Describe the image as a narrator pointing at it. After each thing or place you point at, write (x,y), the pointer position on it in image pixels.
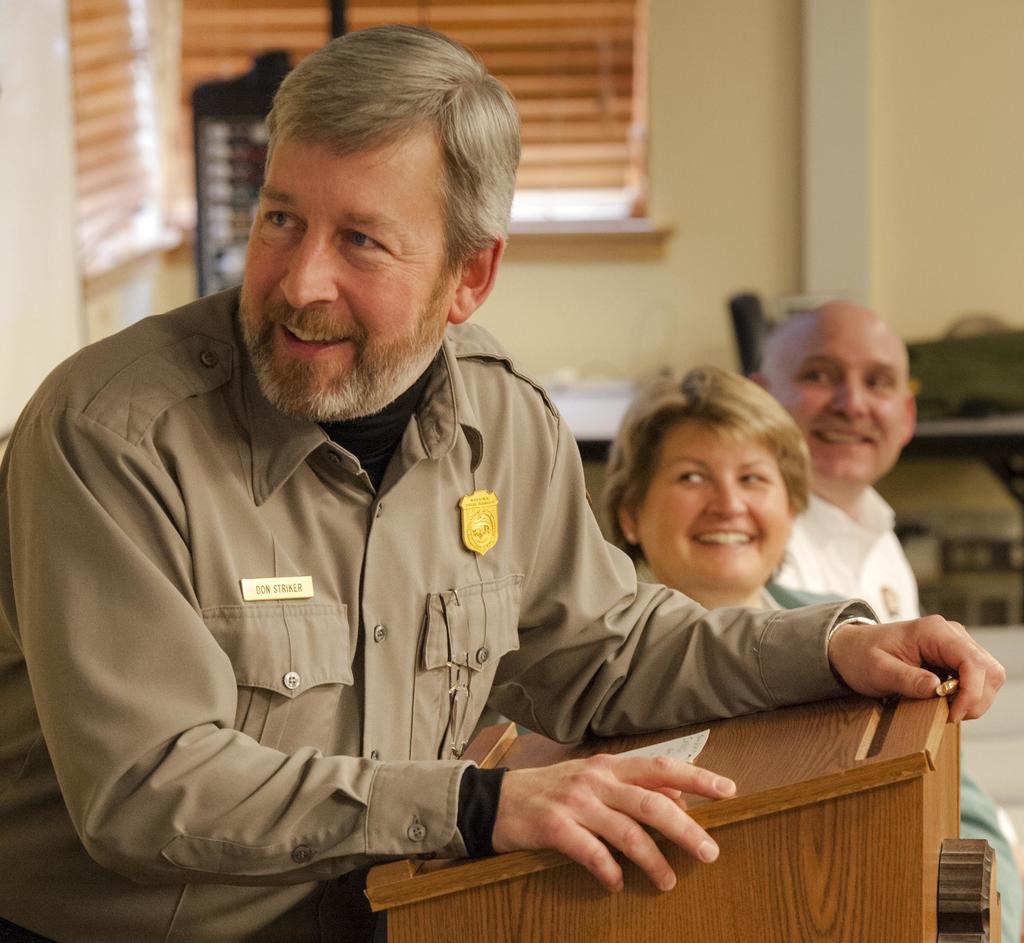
In this image, there are a few people (555,709). We can see a podium (897,831). In the background (915,293), we can see some objects (1021,451), the wall (850,34) with the window blind (557,11). We can also see a black colored object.
